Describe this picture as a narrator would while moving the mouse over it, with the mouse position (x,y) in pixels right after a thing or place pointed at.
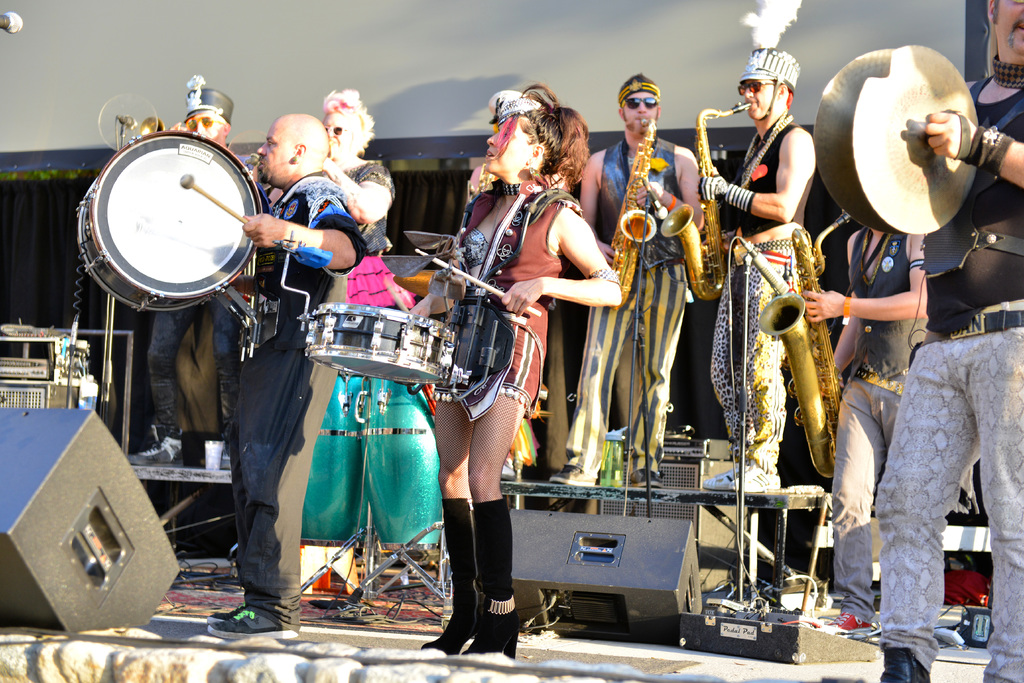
In this image, There are some people (976,327) standing and holding the music instruments (187,217), In the middle (600,232) there is a man (757,313) holding a yellow color music instrument (705,270), In the background (271,38) there is a white color wall (285,46).
